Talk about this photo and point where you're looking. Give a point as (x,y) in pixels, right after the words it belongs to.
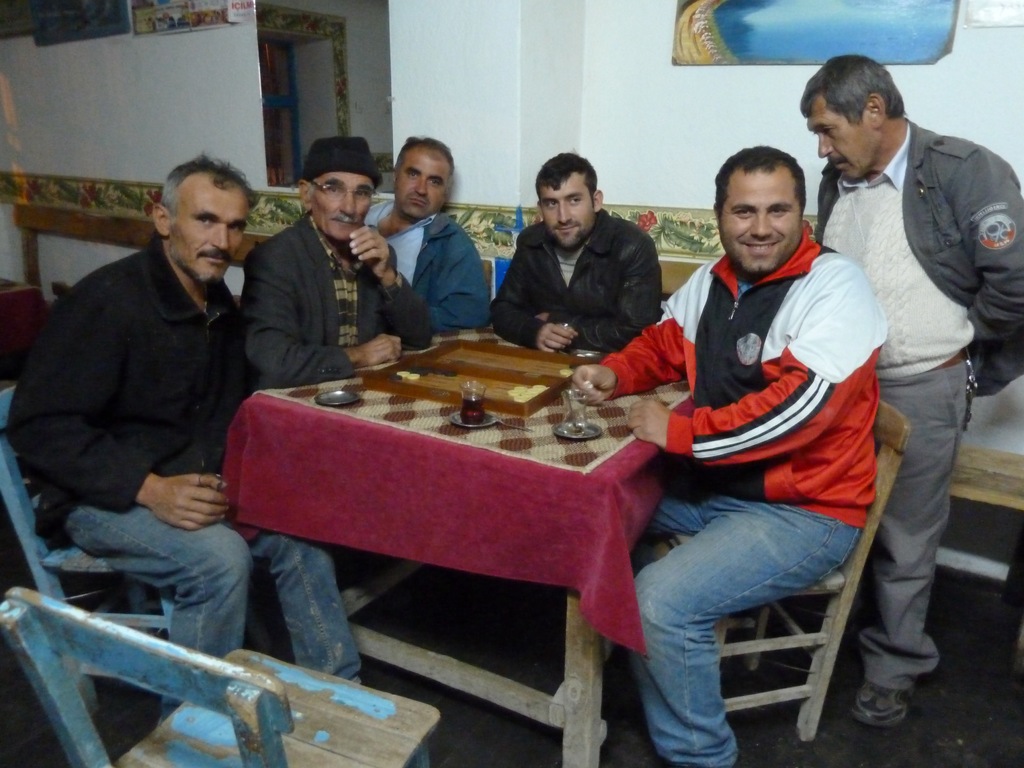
In this picture, we see many men (644,307) sitting on chair (877,431). Man (879,389) on the right corner of the picture (953,194) wearing grey jacket (947,212) who is standing is looking the glass (468,417) which is on the table (515,447). In the middle of the picture (453,420), we see a table (385,459) on which we see glass (568,413), plate (591,429). Behind these people (105,344), we see a white wall (592,87) on which photo frame (771,65) is placed.
